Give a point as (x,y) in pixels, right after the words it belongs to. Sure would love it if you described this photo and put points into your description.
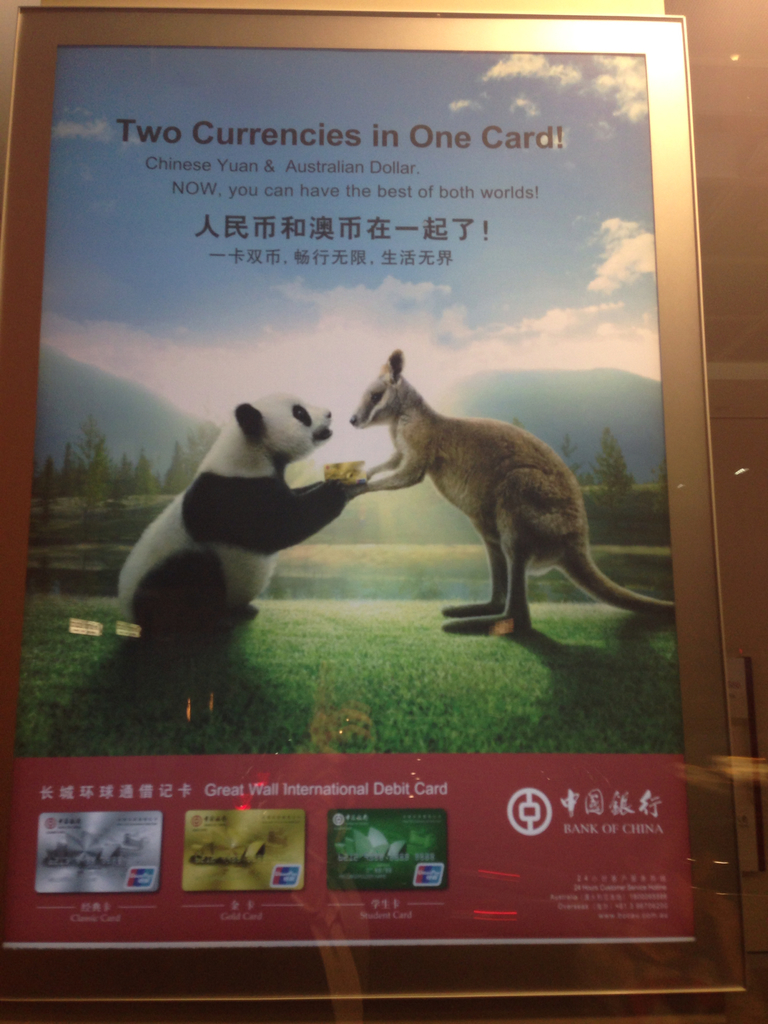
In this picture we can see a board (266,446) on the wall (764,700), lights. On the board (352,639) we can see the text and pictures (367,638).
